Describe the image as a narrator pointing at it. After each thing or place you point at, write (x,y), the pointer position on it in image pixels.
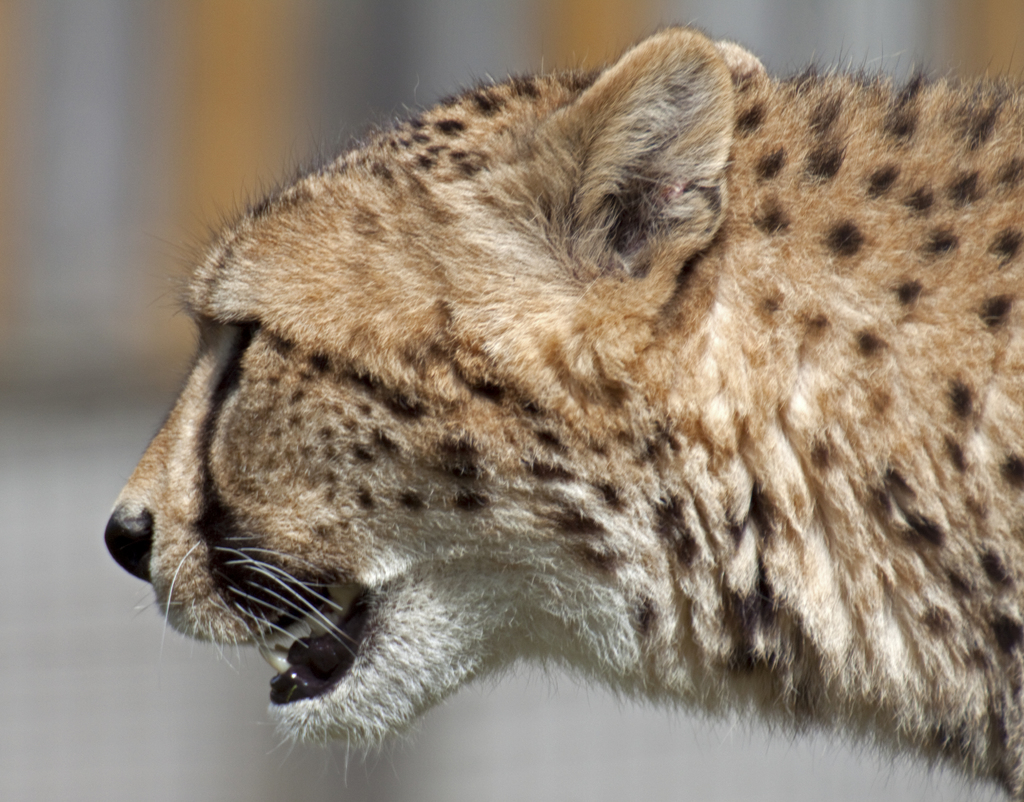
In the picture we can see a side view of a cheetah face (562,610) and the background (228,745) is not clear.
